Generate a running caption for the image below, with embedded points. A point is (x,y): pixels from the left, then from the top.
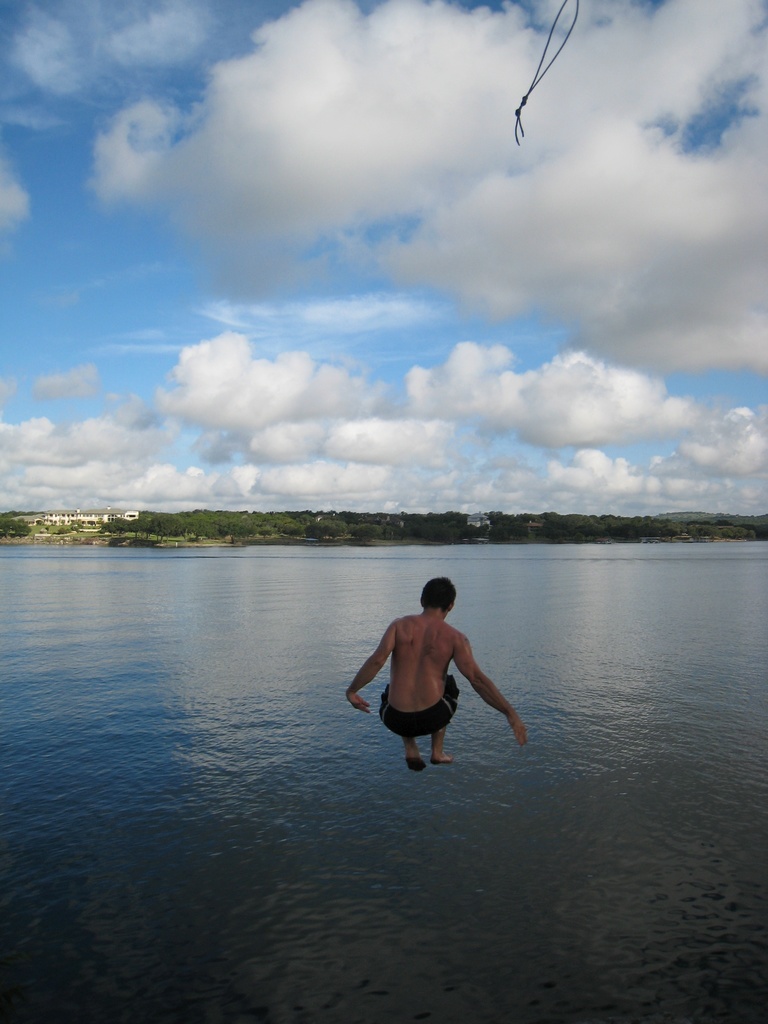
In this image, the sky (294,333) is blue in color and it is cloudy and the person (425,628) is jumping into the water (256,685).
